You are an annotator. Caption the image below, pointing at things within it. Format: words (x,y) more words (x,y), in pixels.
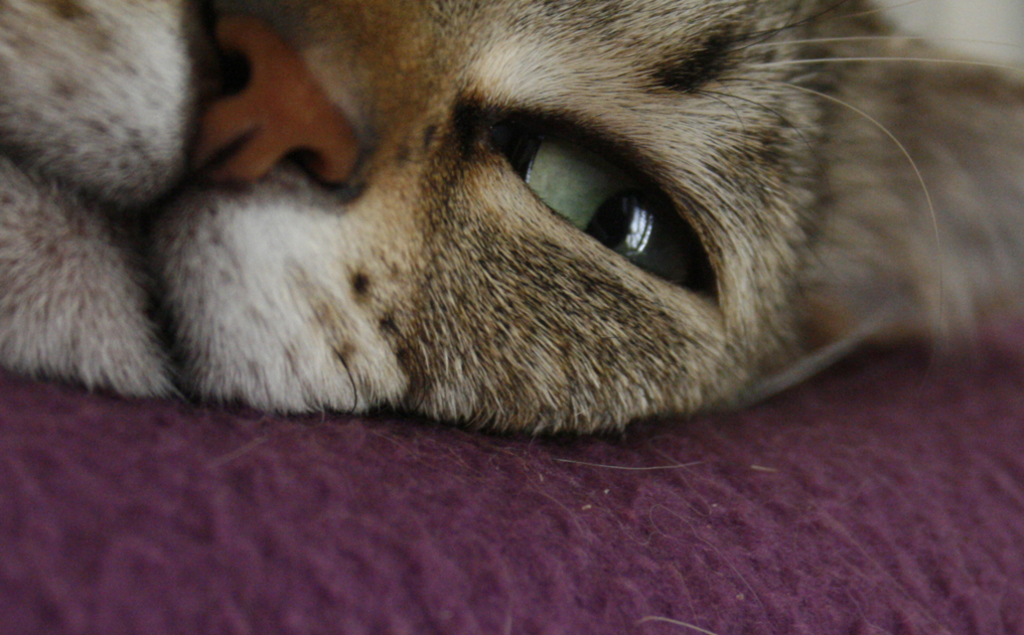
In this image, we can see a cat (384,277) on the cloth (396,438).
